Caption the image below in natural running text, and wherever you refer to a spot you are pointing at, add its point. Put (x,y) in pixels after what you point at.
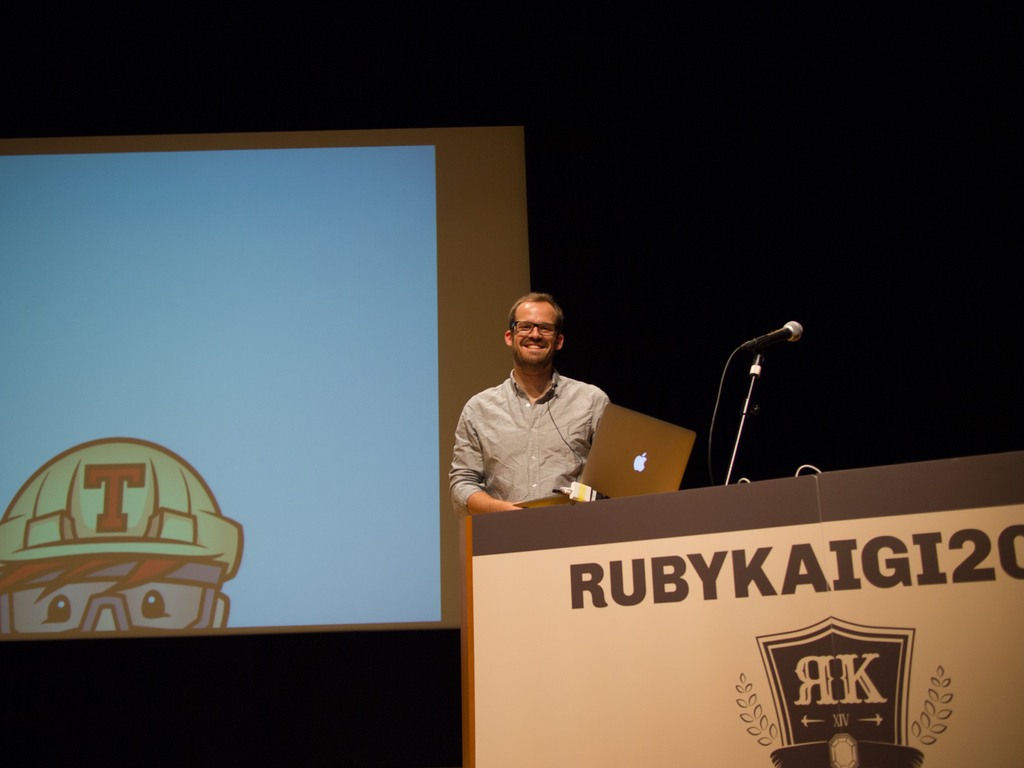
In the center of the image (531,330) there is a person (483,479) standing near a podium (717,495). There is a laptop (627,420). In the background of the image (254,364) there is a screen (187,354).
